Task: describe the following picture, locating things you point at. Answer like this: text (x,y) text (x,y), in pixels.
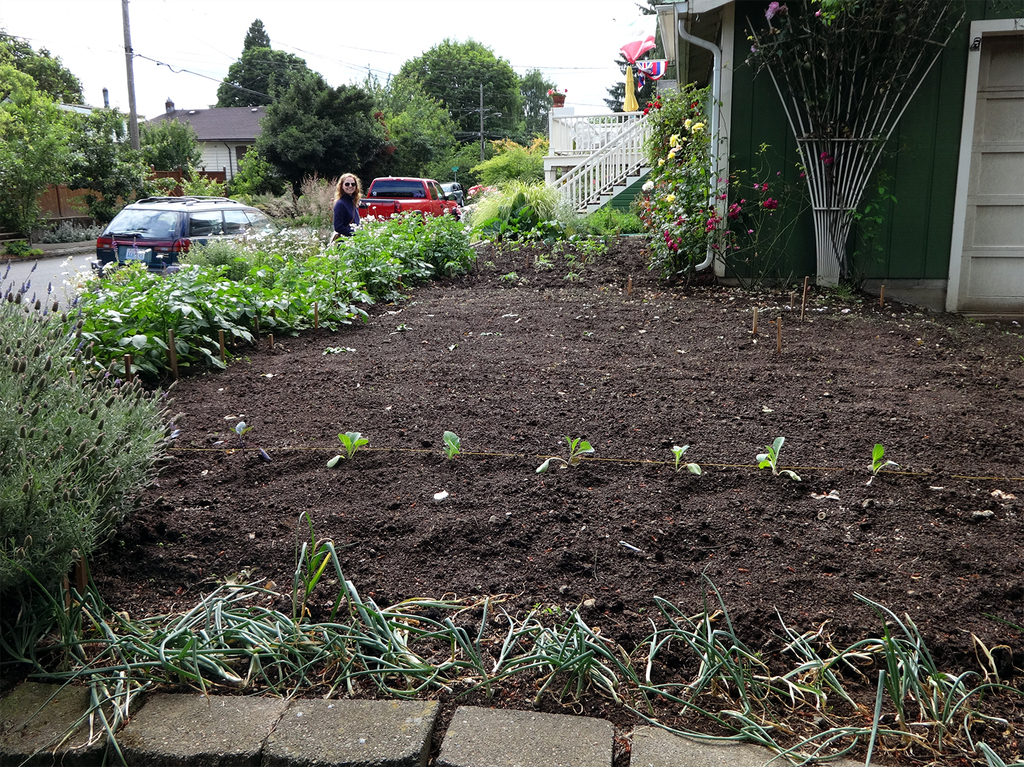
In the center of the image (356,290) we can see the sky (74,63), buildings (615,188), trees (494,87), plants (526,223), fences (584,208), vehicles (430,187), flowers (248,246), one pole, one person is standing and wearing glasses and a few other objects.
